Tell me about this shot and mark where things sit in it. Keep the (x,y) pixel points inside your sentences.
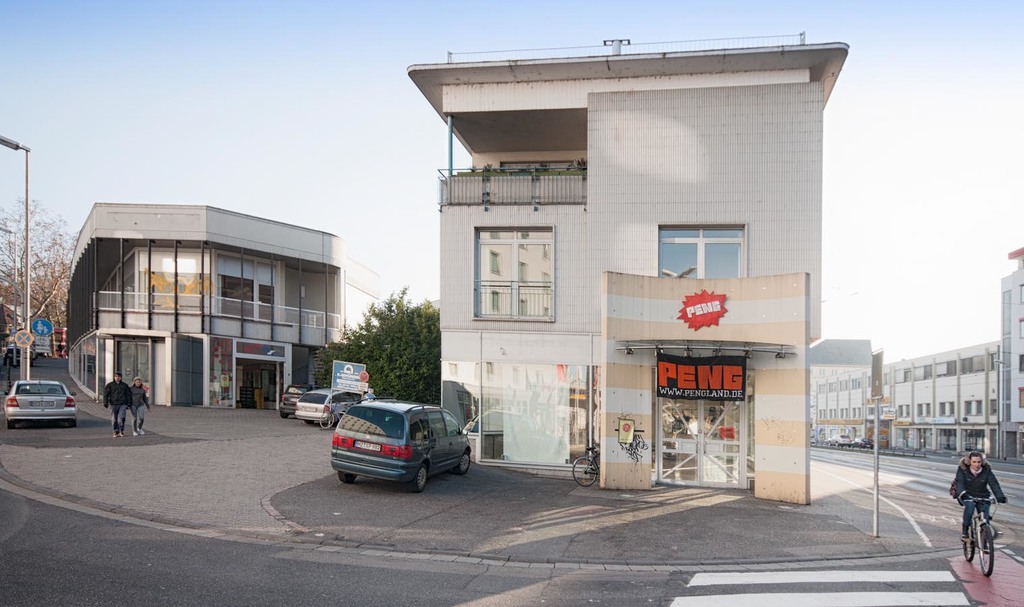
In this image there are few buildings (705,237), few vehicles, some lights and sign boards (41,348) attached to the poles (23,355), there are two people (138,432) walking on the pavement (591,538), there is a person (967,514) riding a bicycle (980,515) and the sky (969,177).
